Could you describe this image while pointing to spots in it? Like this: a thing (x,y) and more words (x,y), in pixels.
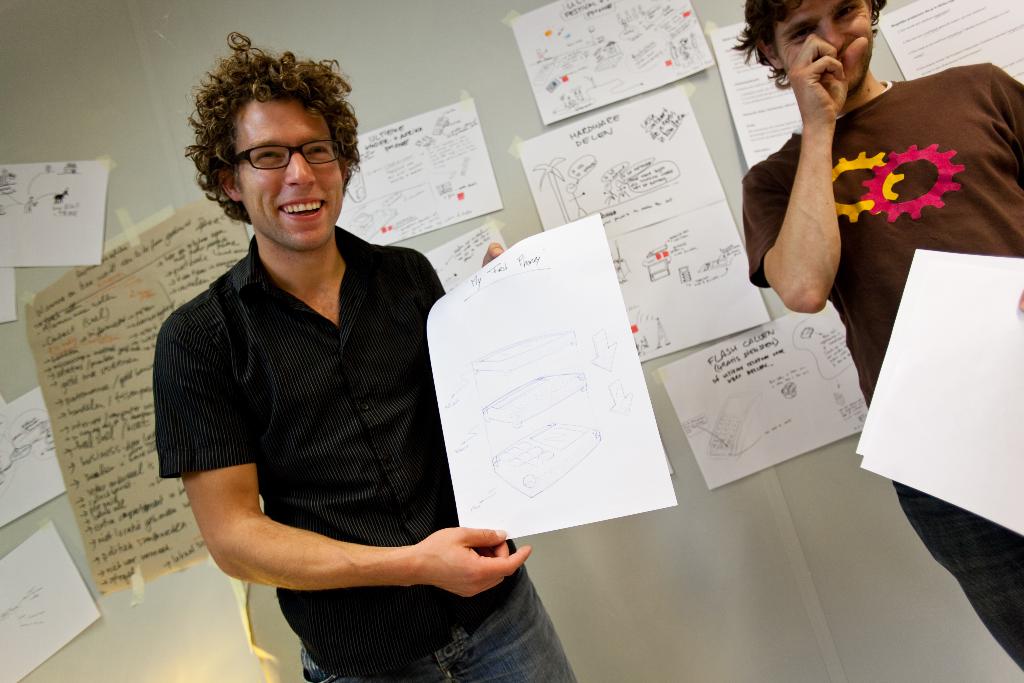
In this picture I can see there are two men (749,237) standing and the person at right (962,489) is holding few papers (933,371) and there is a person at left (336,184) he is smiling and holding a paper (553,372). In the backdrop (551,159) there are few more papers (551,159) on the wall (221,653).
